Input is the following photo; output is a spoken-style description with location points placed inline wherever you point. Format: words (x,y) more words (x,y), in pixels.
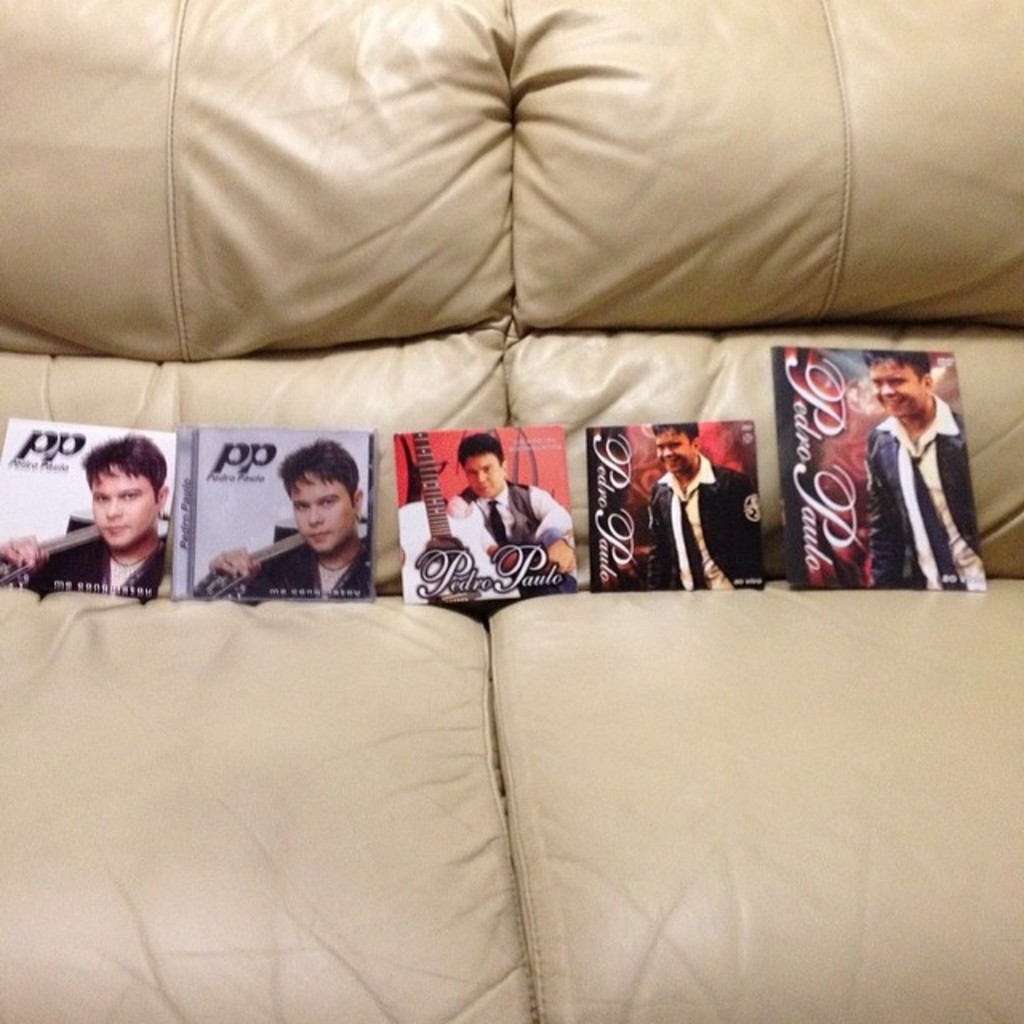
In the picture we can see some photos (404,465) which are on the cream color couch (627,421).
